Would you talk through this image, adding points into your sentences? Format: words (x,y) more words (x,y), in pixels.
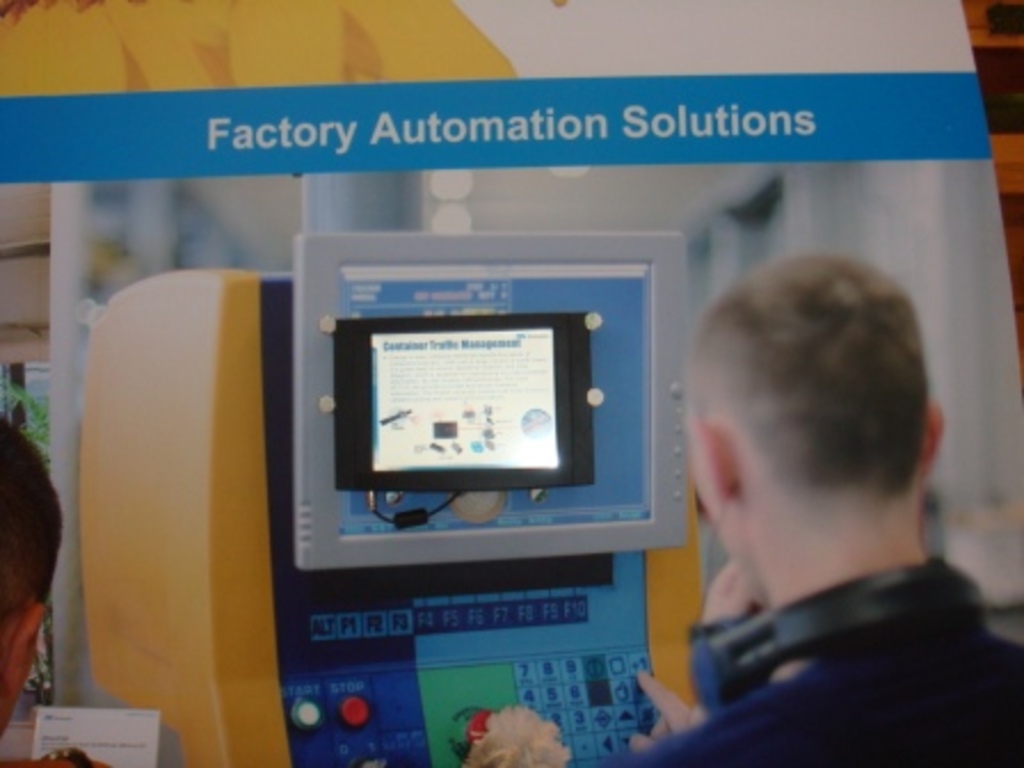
Here in this picture, in the middle (445,501) we can see an electrical equipment (94,618) present over there and on the top of it we can see a monitor (415,251) present and in the front (762,526) we can see couple of people (26,549) standing over there and the person (848,717) on the right side (890,644) is wearing headset (919,580) on him and behind it we can see a banner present over there.
